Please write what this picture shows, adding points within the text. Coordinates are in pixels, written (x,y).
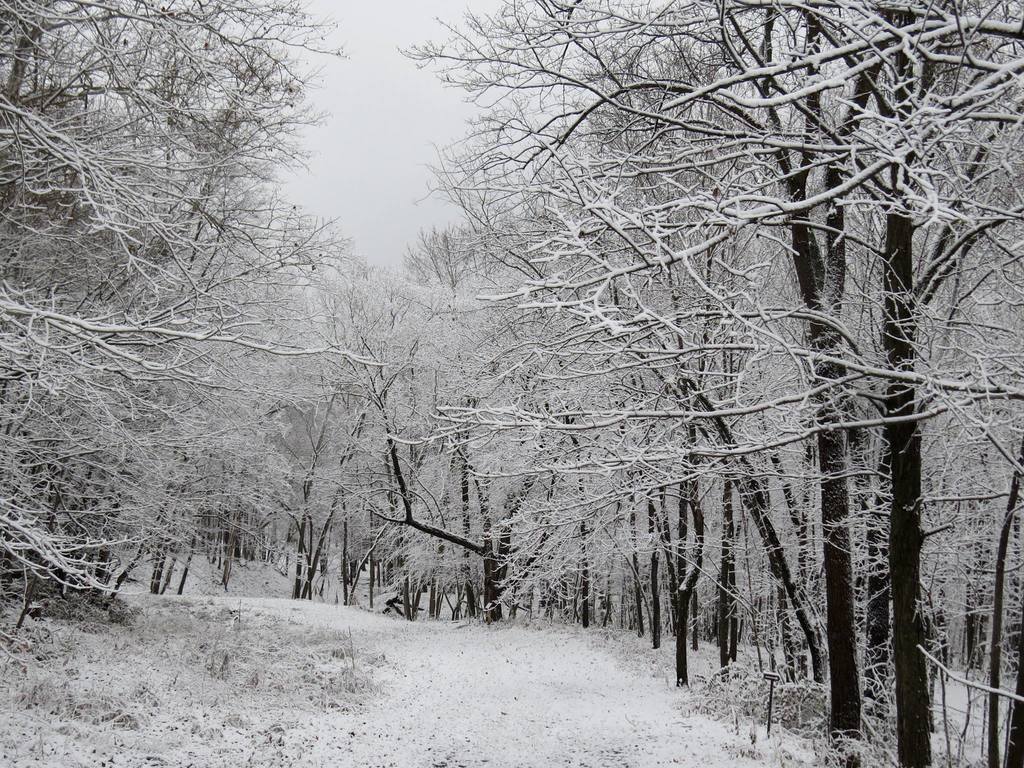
At the bottom of this image (504,693), there is a road (474,685). On both sides of this road (510,721), there are trees (603,513). In the background (347,596), there are trees (466,297) and there are clouds (373,112) in the sky (366,47).
